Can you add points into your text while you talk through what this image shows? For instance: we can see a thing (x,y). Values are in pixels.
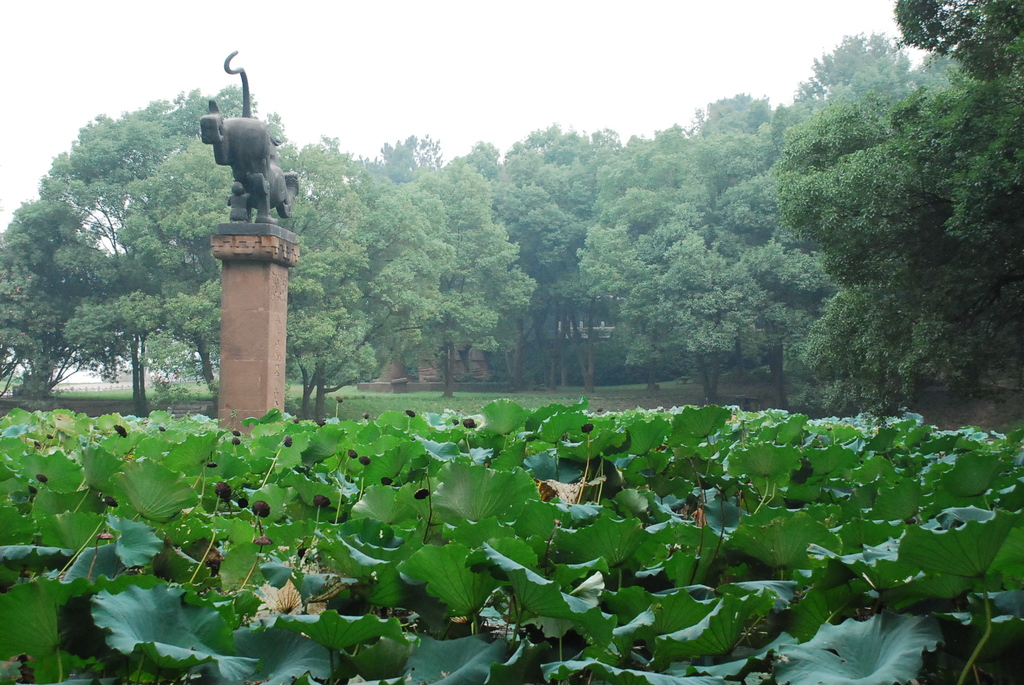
In this image I can see few trees (353,195) and plants (586,517) in green color. In front I can see the statue (247,86) and the sky (457,39) is in white color.
